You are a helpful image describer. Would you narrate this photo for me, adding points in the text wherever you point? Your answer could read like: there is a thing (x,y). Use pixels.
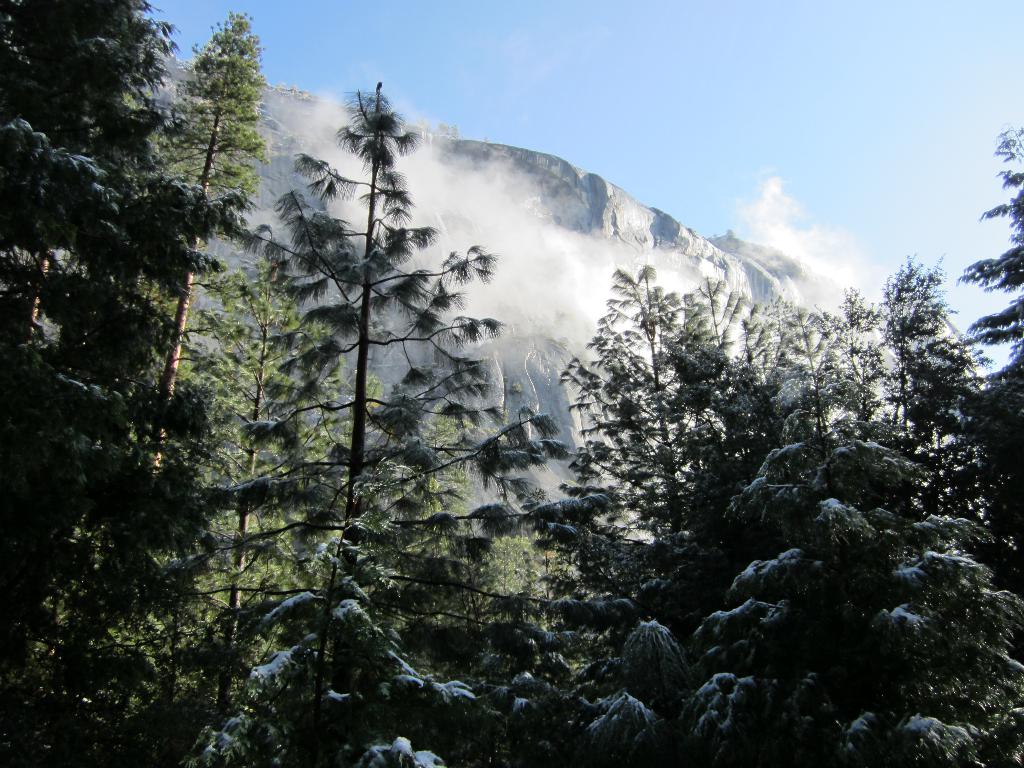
In this picture we can see trees (973,748), smoke (521,198) and hill (564,173). In the background of the image (706,70) we can see the sky (701,64).
